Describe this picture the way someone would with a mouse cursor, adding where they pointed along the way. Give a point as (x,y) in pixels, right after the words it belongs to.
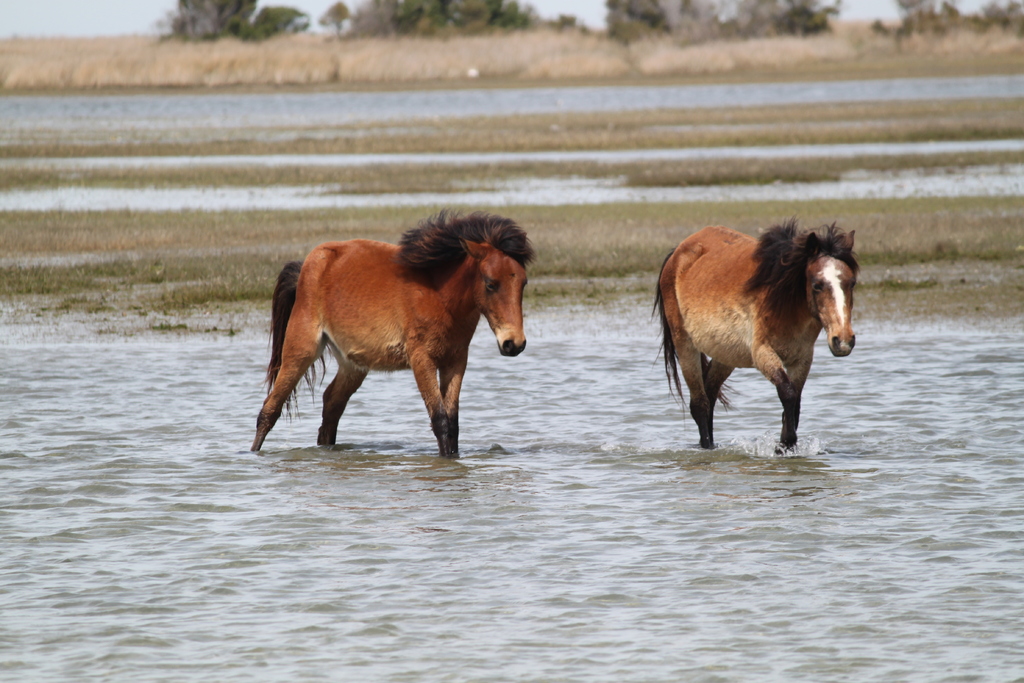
In this image I can see two animals (399,334) which are in black, brown and white color. These are in the water (480,542). In the background (587,225) I can see the grass (298,66), many trees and the sky (80,7).
